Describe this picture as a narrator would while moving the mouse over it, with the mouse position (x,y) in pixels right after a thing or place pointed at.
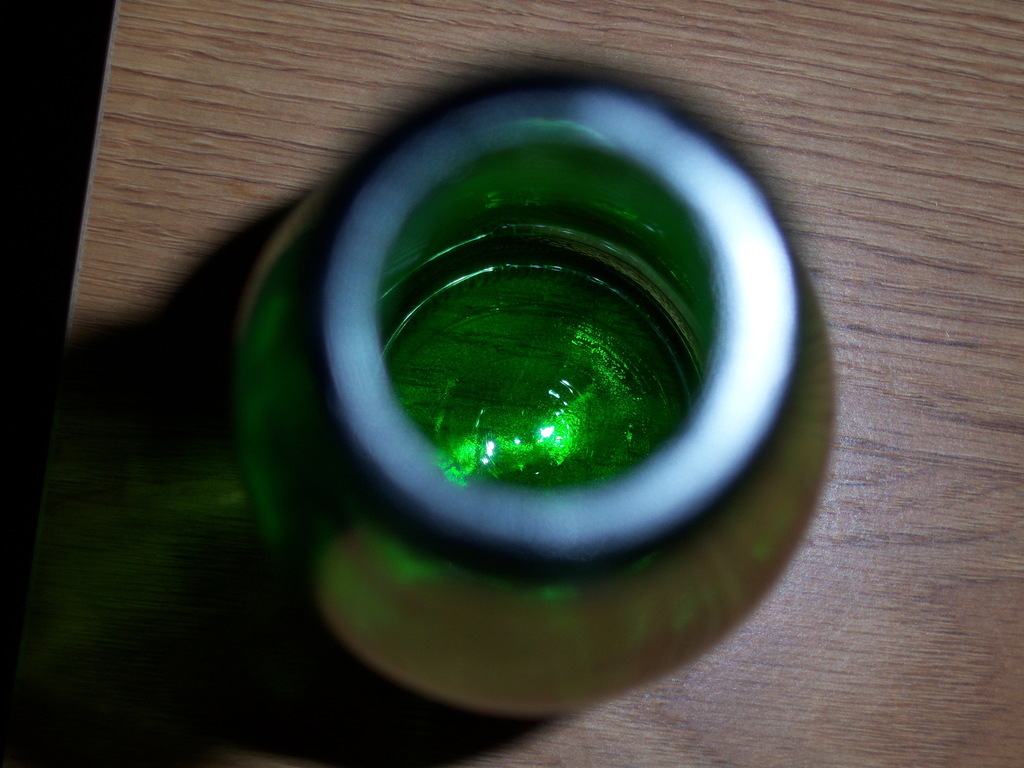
In this image, There is a table (920,584) which is in brown color on that table (869,581) there is a bottle (446,621) which is in green color.
